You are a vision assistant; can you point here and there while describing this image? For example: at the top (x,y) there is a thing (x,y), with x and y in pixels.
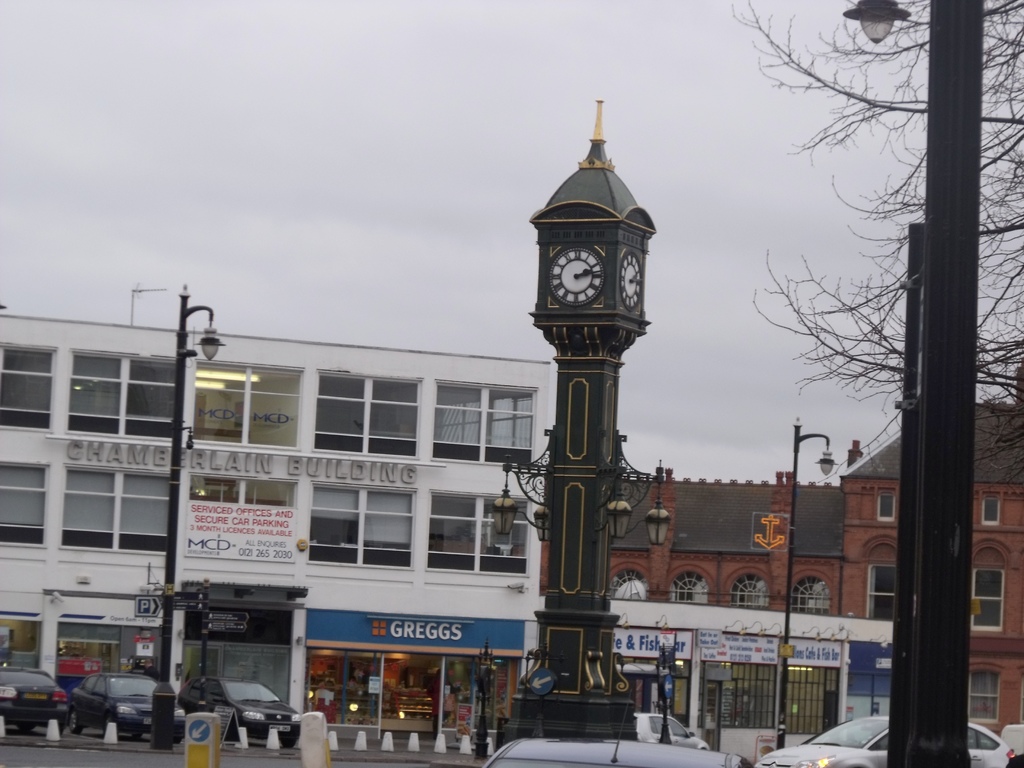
This is an outside view. In the middle of the image (583,354) I can see a clock tower (572,568). Around this I can see few cars (261,717) on the road (364,767). On the right side (935,489), I can see a pole (957,280) and a tree (1007,174). In the background (804,534) there are some buildings (324,506) and street lights (184,357). On the top of the image (274,85) I can see the sky (265,71).
